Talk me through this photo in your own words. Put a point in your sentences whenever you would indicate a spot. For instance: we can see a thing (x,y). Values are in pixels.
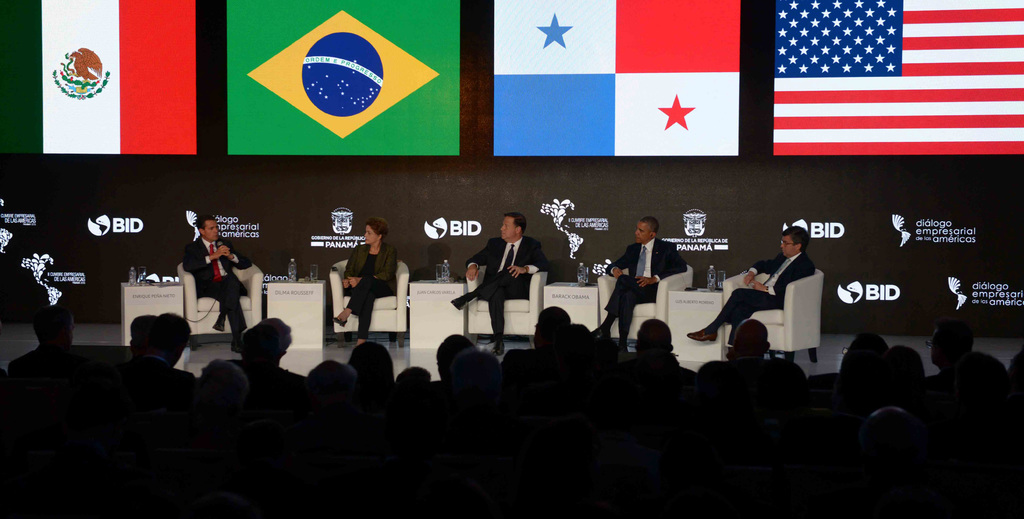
In this picture there are group of persons (659,384) sitting. In the center (569,313) there are tables (285,302), and on the table (717,303) there are bottles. In the background (235,221) there is banner (776,188) with some text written on it and there are flags (330,106).
